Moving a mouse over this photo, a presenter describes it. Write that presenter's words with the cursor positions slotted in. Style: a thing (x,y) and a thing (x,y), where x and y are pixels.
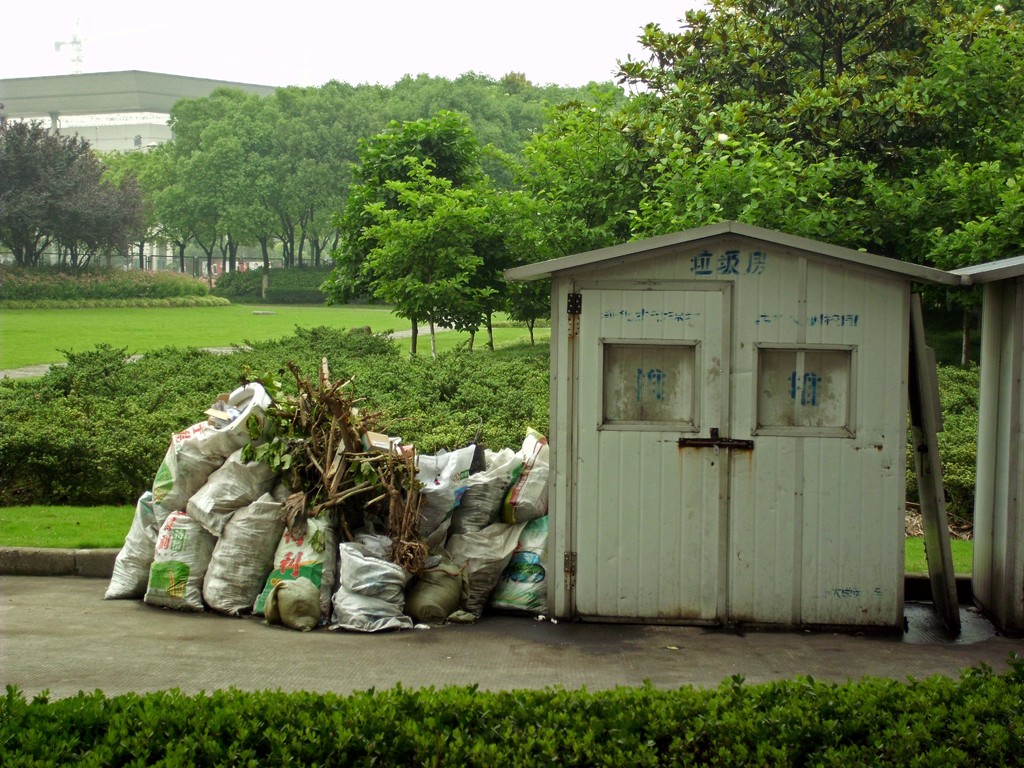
In this image we can see plants (435,724), there is a road (529,681) at the bottom (361,683). There are cabins (701,421) and trees (1023,27) on the right corner (845,401). There is grass (115,324), there are trees (109,198) and buildings (148,123) on the left corner (142,199). There are bags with some objects (319,478) in the foreground (485,490). And there are trees (386,259) in the background (434,232). And there is sky (531,62) at the top (474,58).
